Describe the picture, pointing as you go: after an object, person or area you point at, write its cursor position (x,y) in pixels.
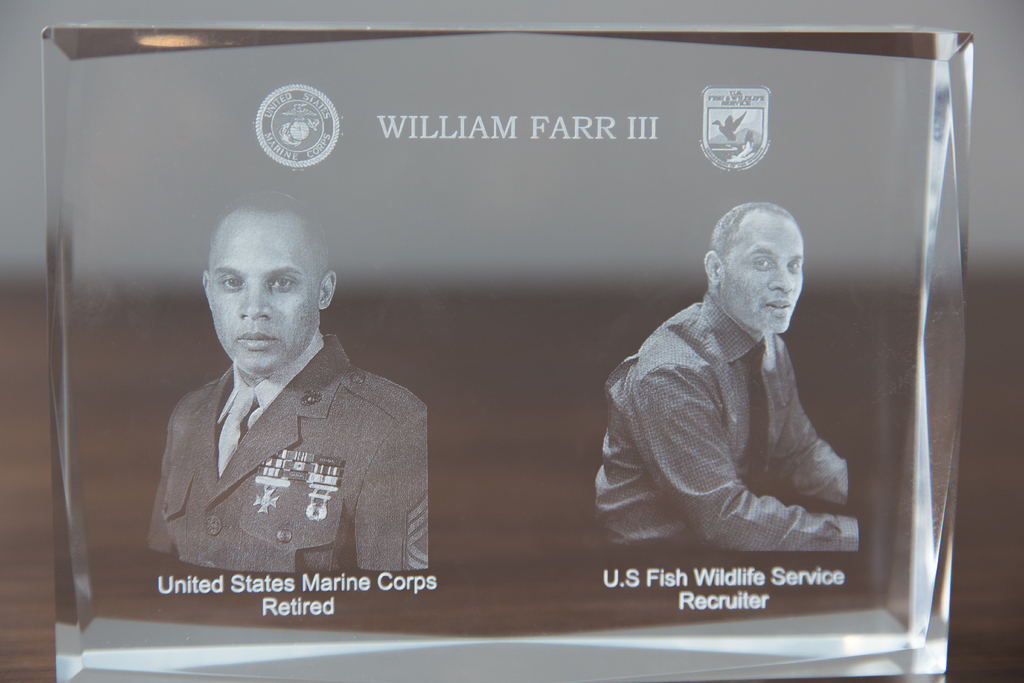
In this picture I can see a clear glass thing (540,221) on which there are 2 pictures (375,405) of men (828,451) and I see something is written on the bottom (675,568) and top of this picture (464,123) and I see 2 logos (729,138).
